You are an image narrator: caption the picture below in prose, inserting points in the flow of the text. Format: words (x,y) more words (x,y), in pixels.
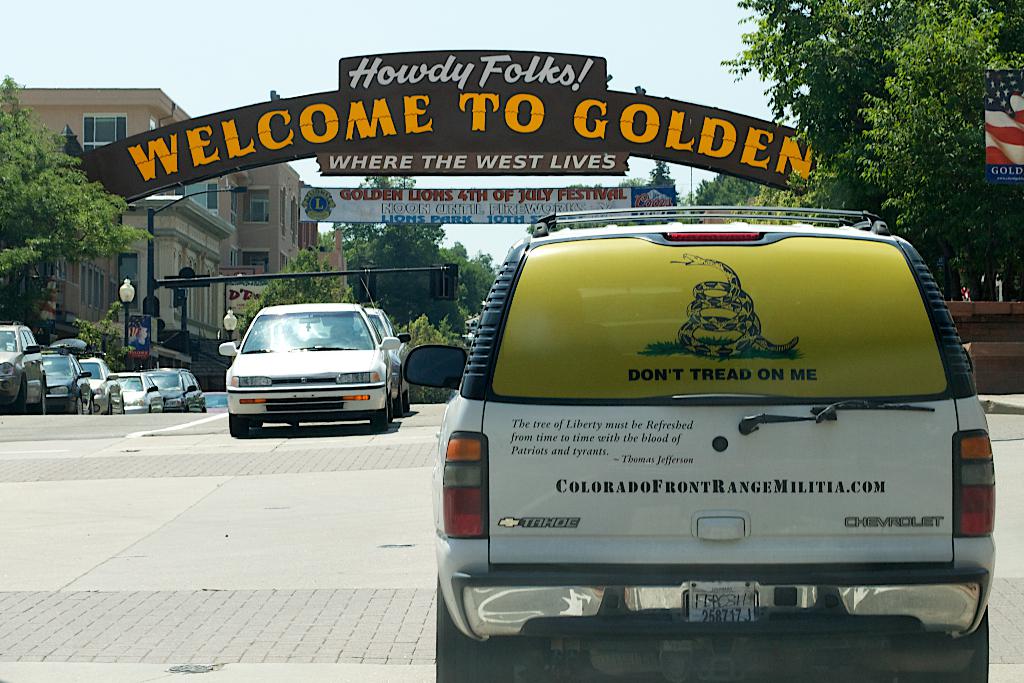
This image consists of a cars (580,368) parked on the road (219,584). In the front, there is a welcome arch (248,166). At the bottom (154,592), there is a road (235,498). To the left (96,182), there are buildings (210,236) along with the trees (37,163). At the top (223,48), there is a sky (208,58).
